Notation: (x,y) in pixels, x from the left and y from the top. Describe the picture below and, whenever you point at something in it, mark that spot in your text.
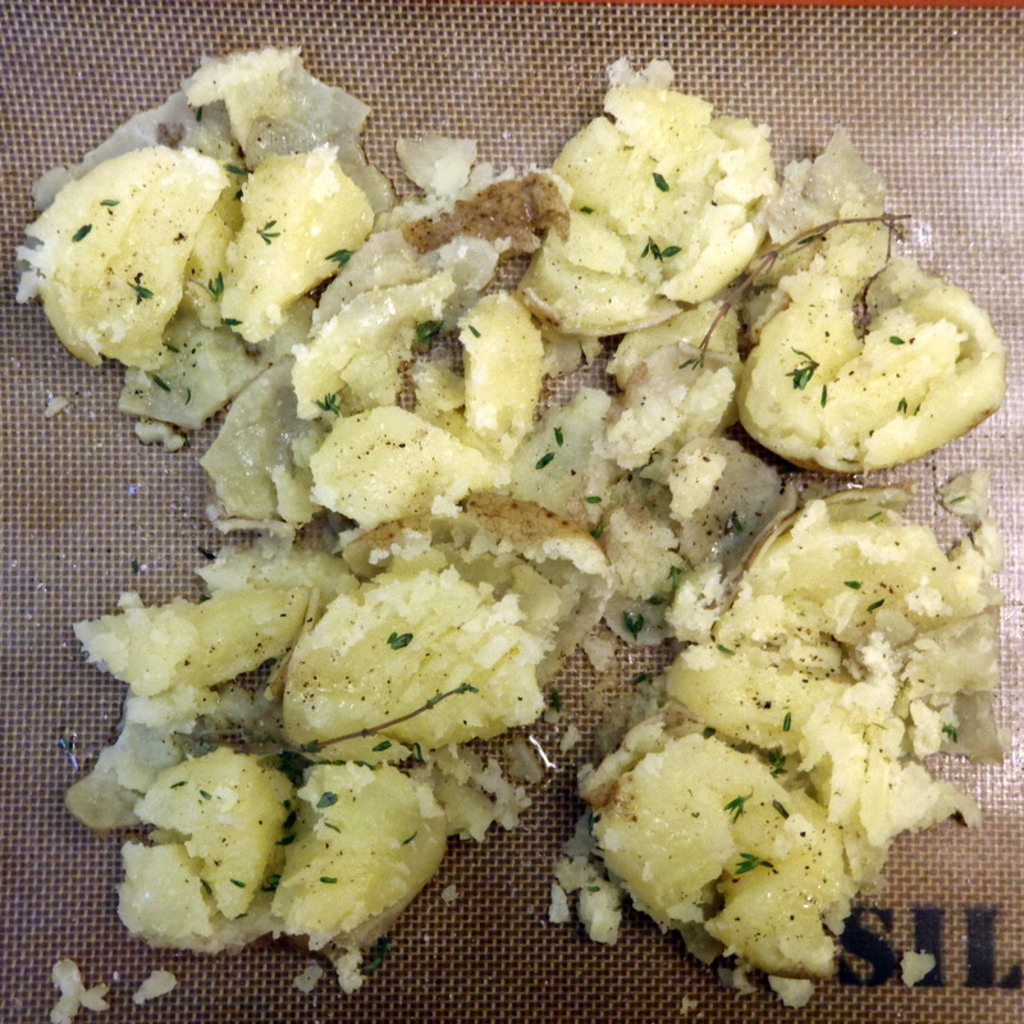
In this picture there are few eatables (699,310) placed on an object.
